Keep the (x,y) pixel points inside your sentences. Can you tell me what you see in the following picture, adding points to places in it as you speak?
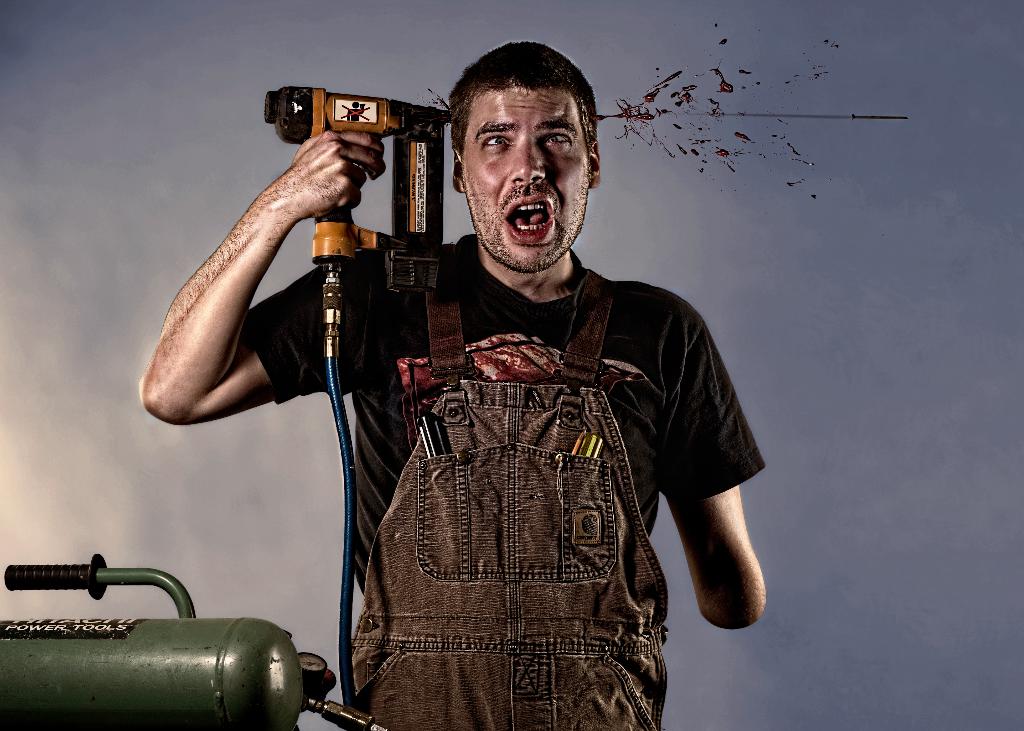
In this image there is a man (469,478) standing and holding a nail gun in his hand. On the left side (178,674) there is a green colour object (158,670).
